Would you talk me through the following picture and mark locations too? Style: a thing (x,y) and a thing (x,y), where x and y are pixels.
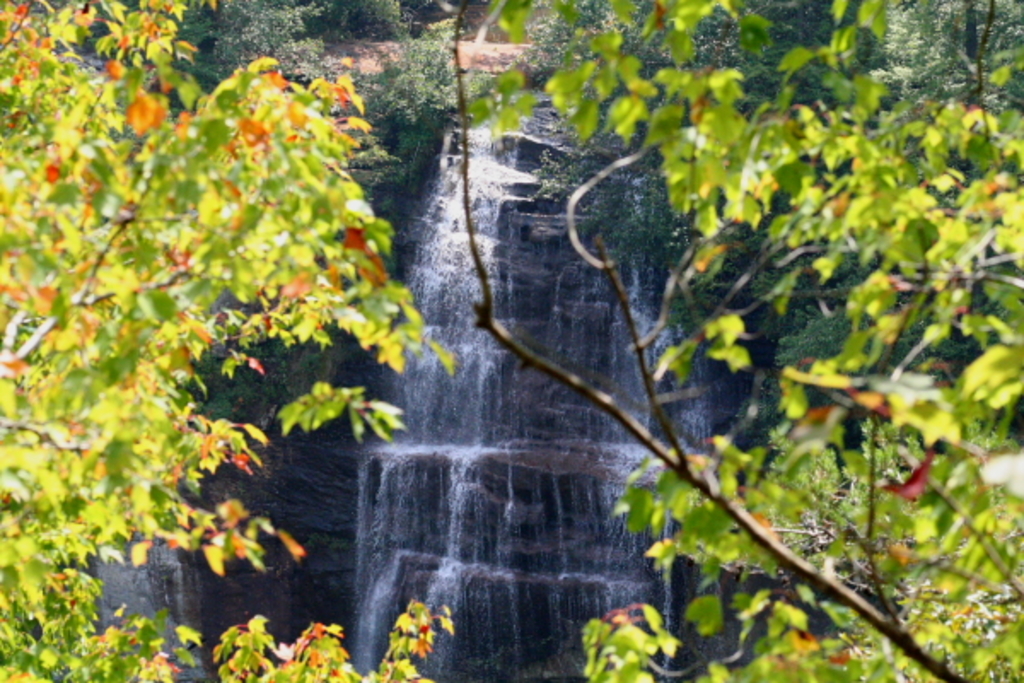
This is a picture taken in a forest (306,193). In the foreground of the picture (955,457) there are trees (201,235). In the center of the picture (489,240) there is a waterfall (456,247). in the background (494,36) there are trees (857,65) and soil (371,58).
